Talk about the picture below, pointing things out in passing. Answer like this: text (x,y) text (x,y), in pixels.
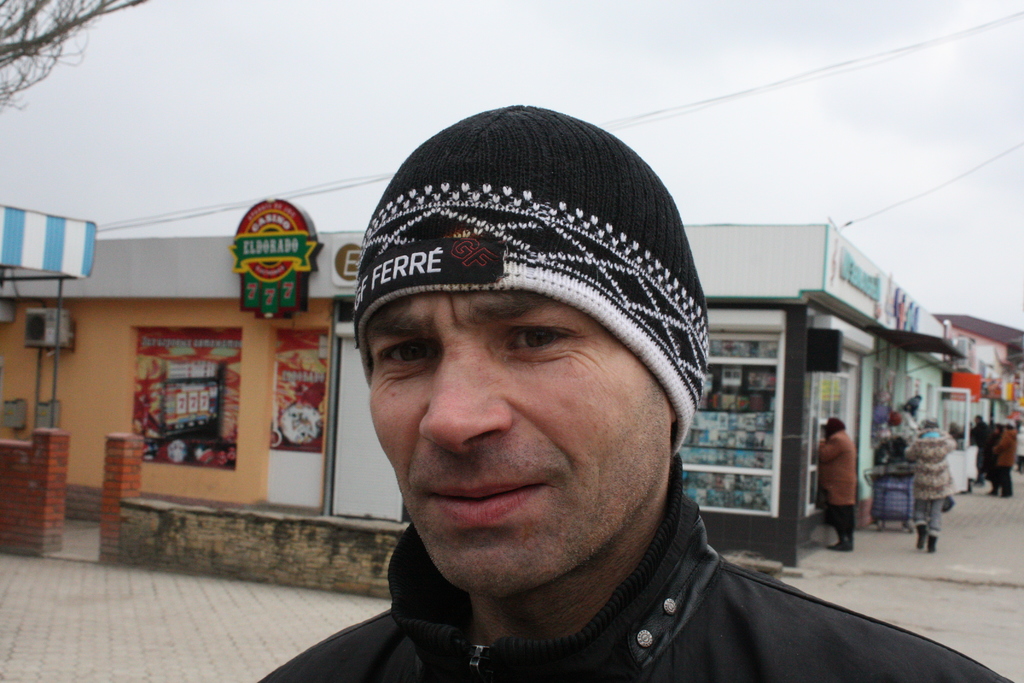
This image consists of a man (568,499) wearing a black jacket (643,621). In the background (835,476), we can see many people (847,517) and shop (368,399). At the bottom (103,625), there is a road (323,623). On the left (11,232), it looks like a tent (37,220). And we can see a tree (38,46). At the top (255,115), there are clouds (73,144) in the sky (132,198).
